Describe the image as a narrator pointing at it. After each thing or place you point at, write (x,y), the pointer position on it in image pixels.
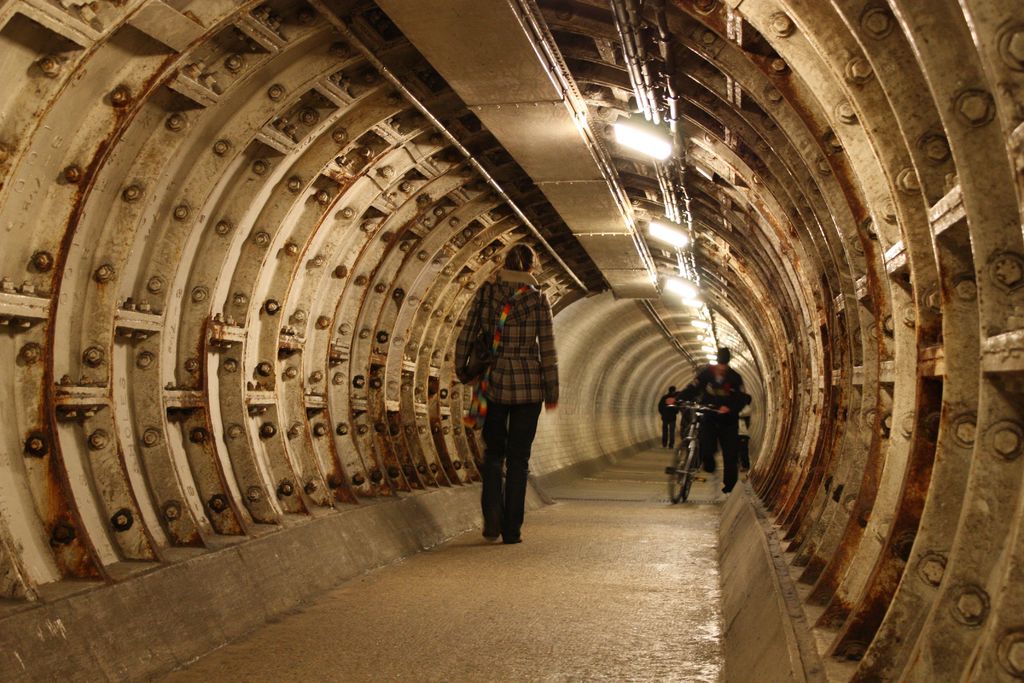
This image is taken inside a tunnel (526,657). There are people (706,382) walking.
